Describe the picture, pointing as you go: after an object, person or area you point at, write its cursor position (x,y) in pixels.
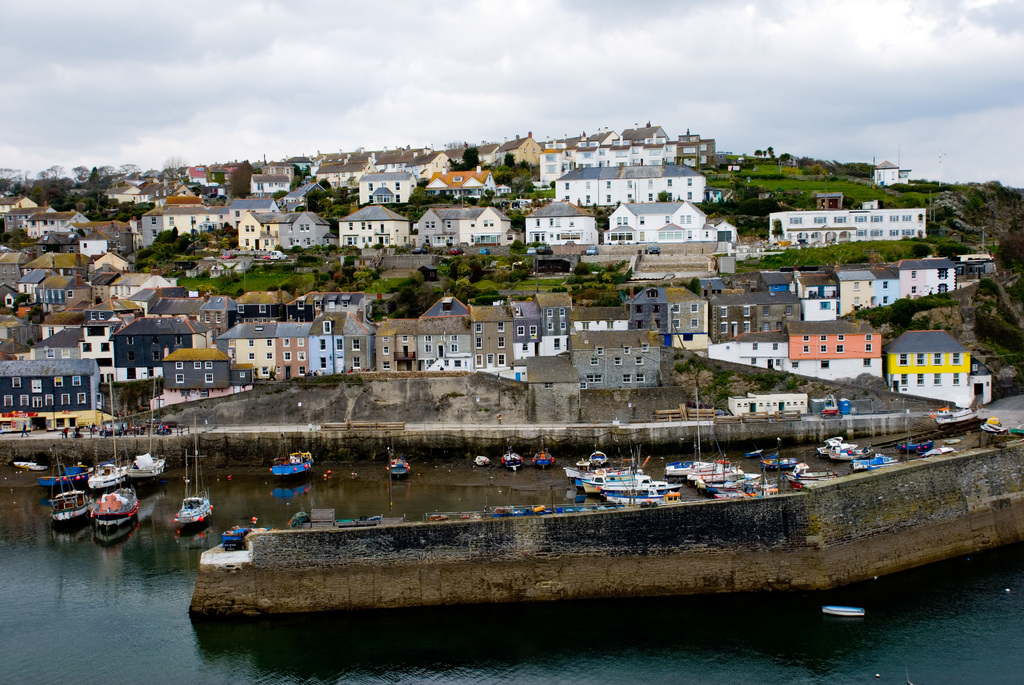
In this image I can see water (828,659) in the front (845,664) and on it I can see number of boats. In the background (23,408) I can see number of buildings (808,220), number of trees (525,270), clouds (863,105) and the sky (714,79).
